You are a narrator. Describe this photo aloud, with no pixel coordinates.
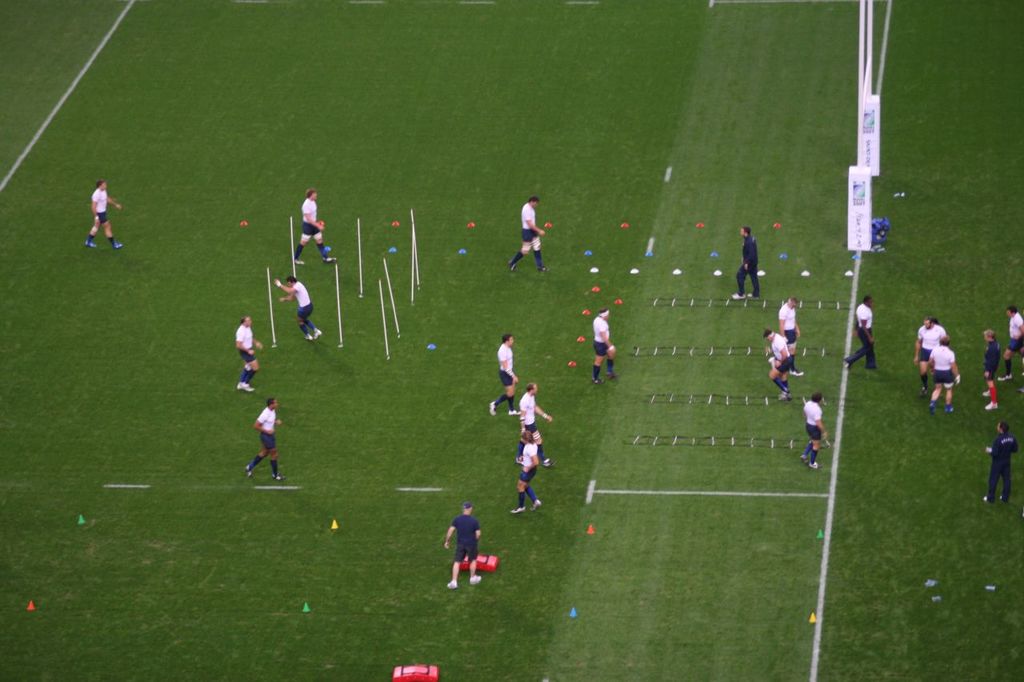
In this image, there are group of people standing and wearing clothes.
